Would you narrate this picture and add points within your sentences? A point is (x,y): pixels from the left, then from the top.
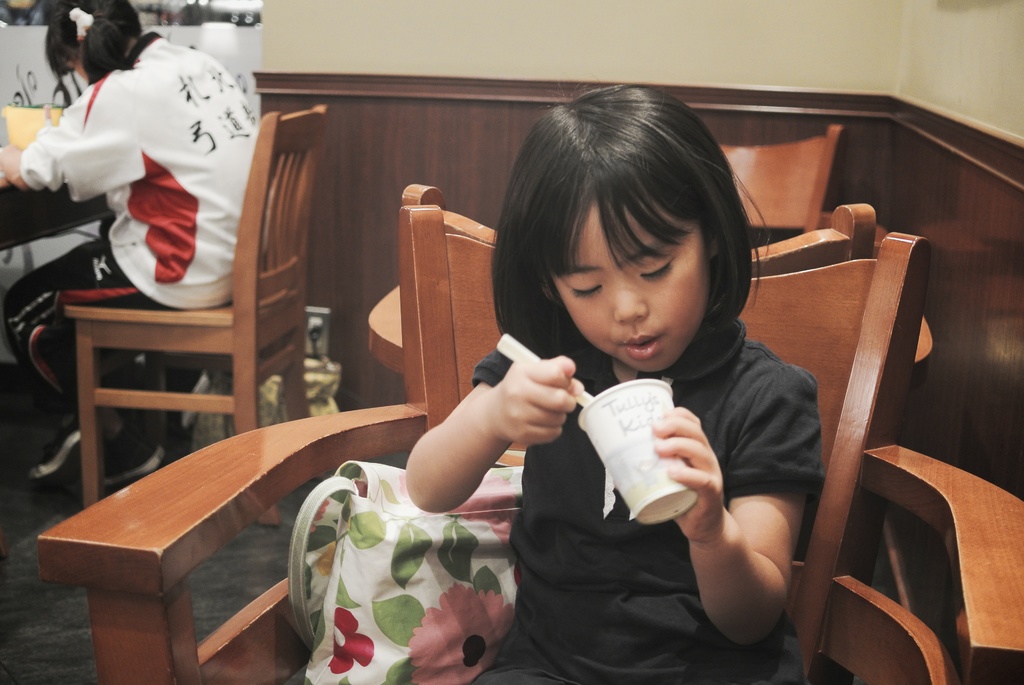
In this picture we can see a girl (550,548) sitting on a chair (219,515) and holding cup (625,446), side we can see a bag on a chair (233,650), behind we can see some chairs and one girl (125,231) sitting on a chair (245,330) in front of the table (55,217).
